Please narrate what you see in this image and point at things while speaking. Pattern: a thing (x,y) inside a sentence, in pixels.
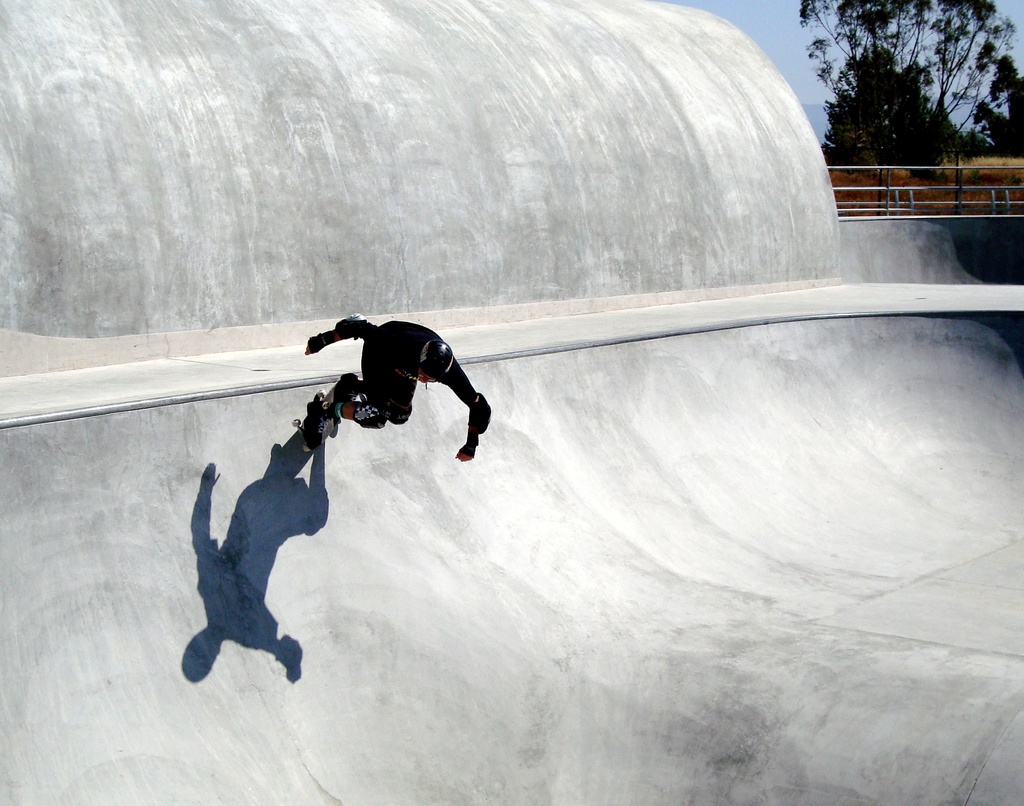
In this image we can see a person (335,415) is skating on the skateboard (319,408) on a platform (539,541). In the background (622,110) we can see fence (868,168), platform (594,95), trees (916,136) and sky (708,4).
